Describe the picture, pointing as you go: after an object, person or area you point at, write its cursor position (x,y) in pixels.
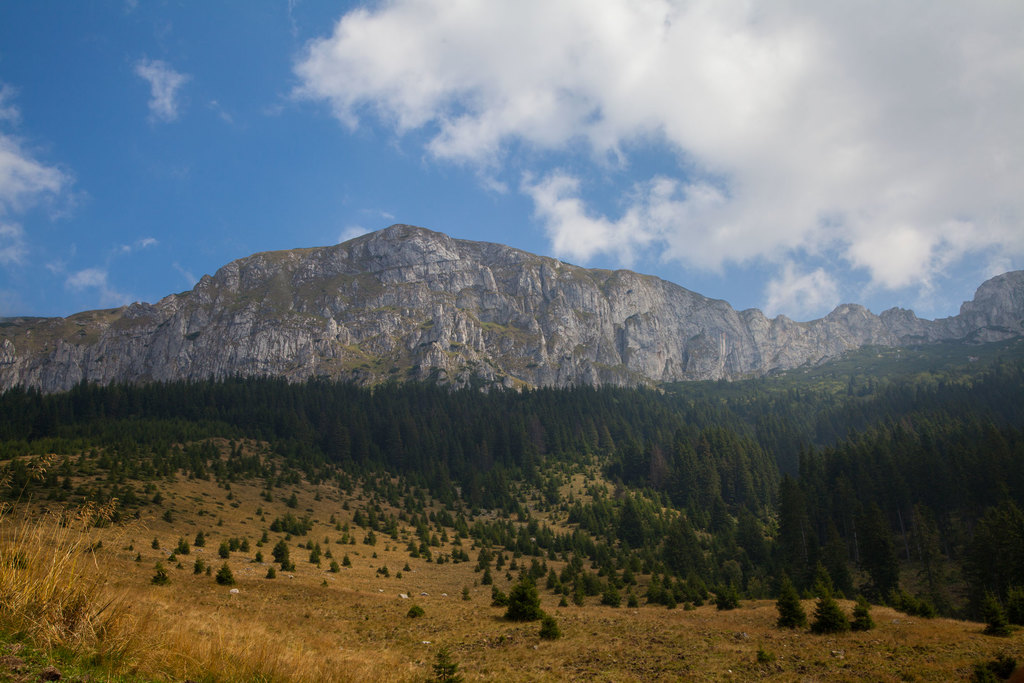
This image is taken outdoors. At the top of the image (377,137) there is the sky (643,145) with clouds (757,224). In the background (507,343) there are many hills (656,345) and rocks (576,356). At the bottom of the image (554,649) there is a ground (210,655) with grass (173,608) on it. In the middle of the image (537,408) there are many trees (877,398) and plants (751,411) with leaves (277,419), stems (277,419) and branches (459,432).
